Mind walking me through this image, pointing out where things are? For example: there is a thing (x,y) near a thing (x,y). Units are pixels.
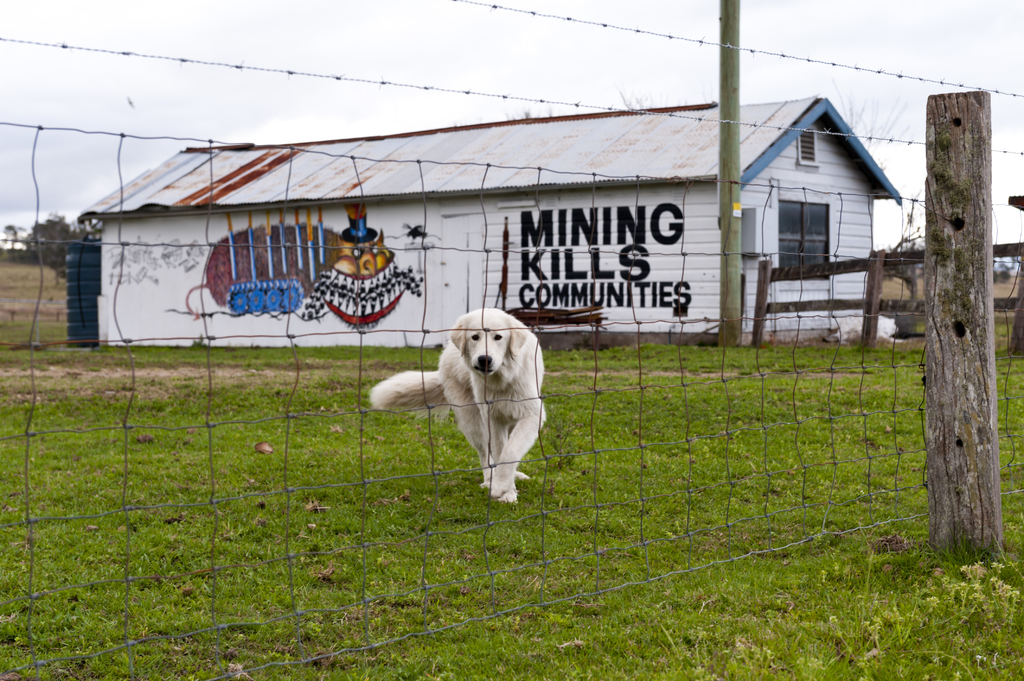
In the image there is a fencing (134,426) and behind the fencing (329,416) there is a dog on the grass surface (370,356), behind the dog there is a house (135,197).
